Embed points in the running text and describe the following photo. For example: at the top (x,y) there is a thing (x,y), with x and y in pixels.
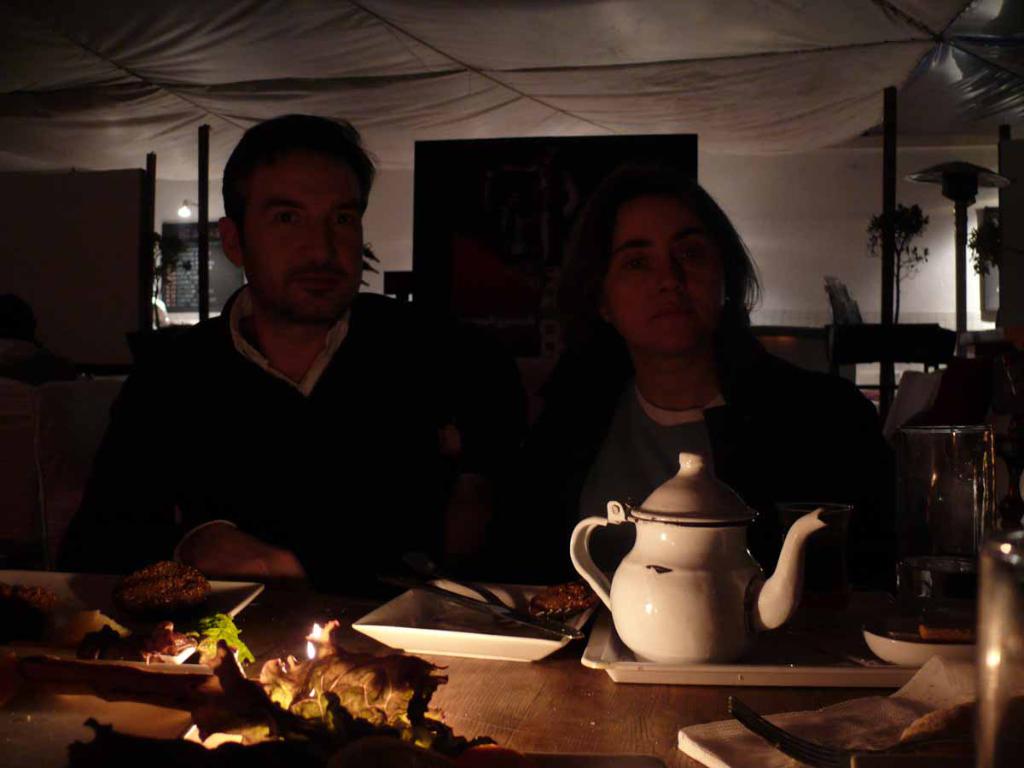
A man (380,512) is sitting, he wore shirt (416,476), beside him a girl (681,409) is also sitting. These are the dining items (738,633) on the table (500,683).
